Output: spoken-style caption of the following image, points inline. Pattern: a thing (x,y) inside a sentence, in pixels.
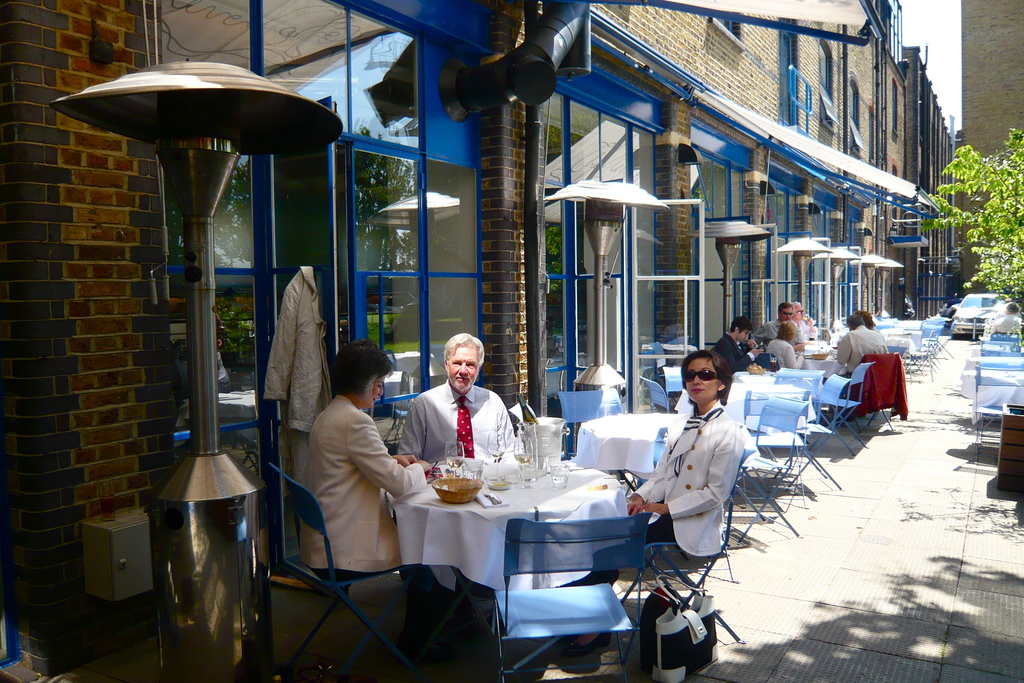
In the image we can see there are lot of people (686,484) sitting on chair (844,383) and on table (480,492) there are bowl (497,489), spoon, napkin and on the other side there is a building (434,173).
